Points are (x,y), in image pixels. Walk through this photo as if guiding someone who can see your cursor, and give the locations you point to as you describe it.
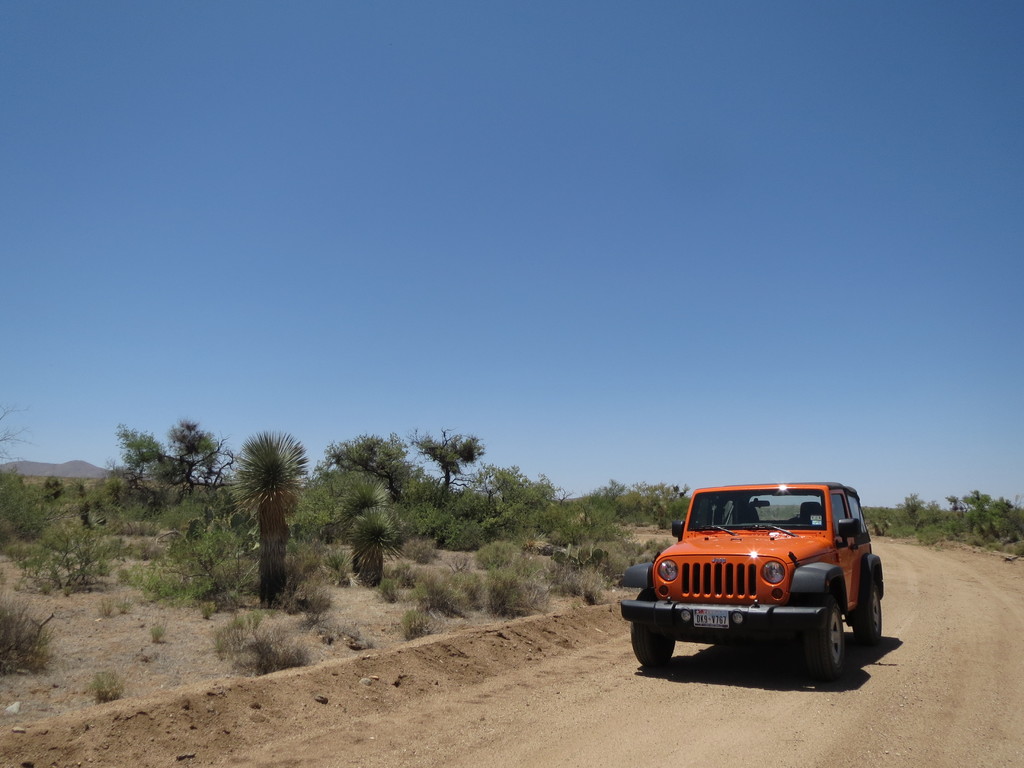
In this image I can see the road (881,698), a car (733,557) which is black and orange in color and few trees (361,523) which are green in color. In the background (701,295) I can see a mountain (34,463) and the sky (118,463).
